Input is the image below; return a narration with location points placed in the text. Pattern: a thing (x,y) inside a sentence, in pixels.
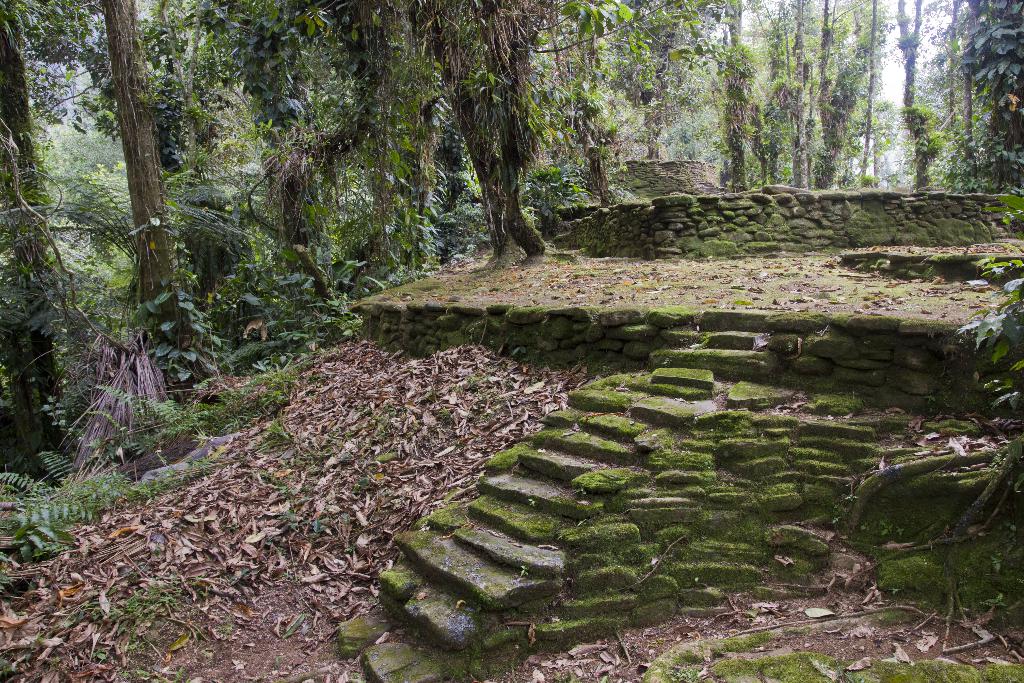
In this picture, we can see stage (620,342), stairs (757,331), and we can see some dry leaves (392,485) on the stage (994,241) and on the ground (400,443), we can see some plants (246,204) and trees (851,85).
